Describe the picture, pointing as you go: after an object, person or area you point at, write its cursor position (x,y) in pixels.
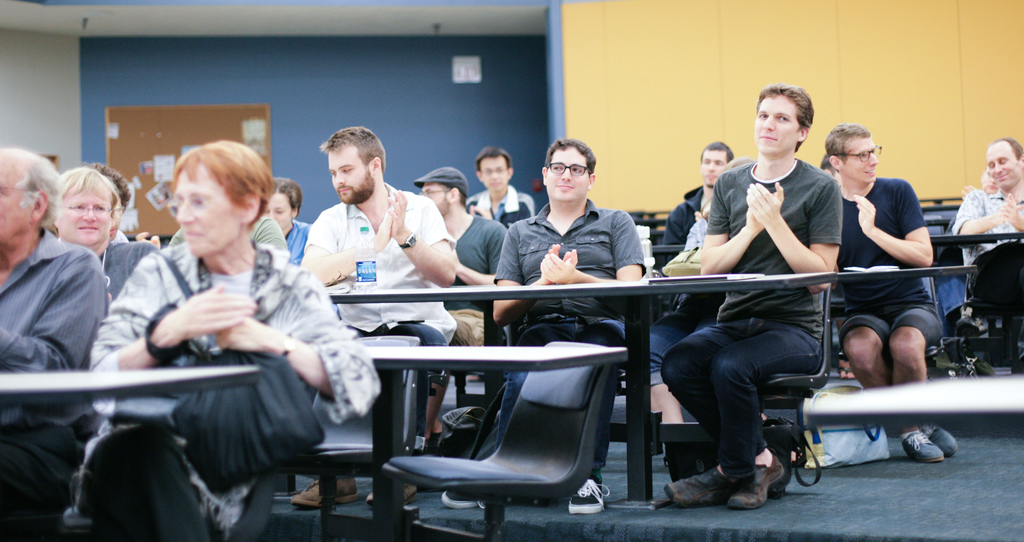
Here we can see some persons (667,393) are sitting on the chairs (317,432). These are the tables (938,241). On the table (545,292) there are books (682,278) and a bottle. This is floor (867,471) and there is a bag (840,451). On the background (161,129) there is a wall (629,71) and this is board (141,122). And there are some posters (254,124).
